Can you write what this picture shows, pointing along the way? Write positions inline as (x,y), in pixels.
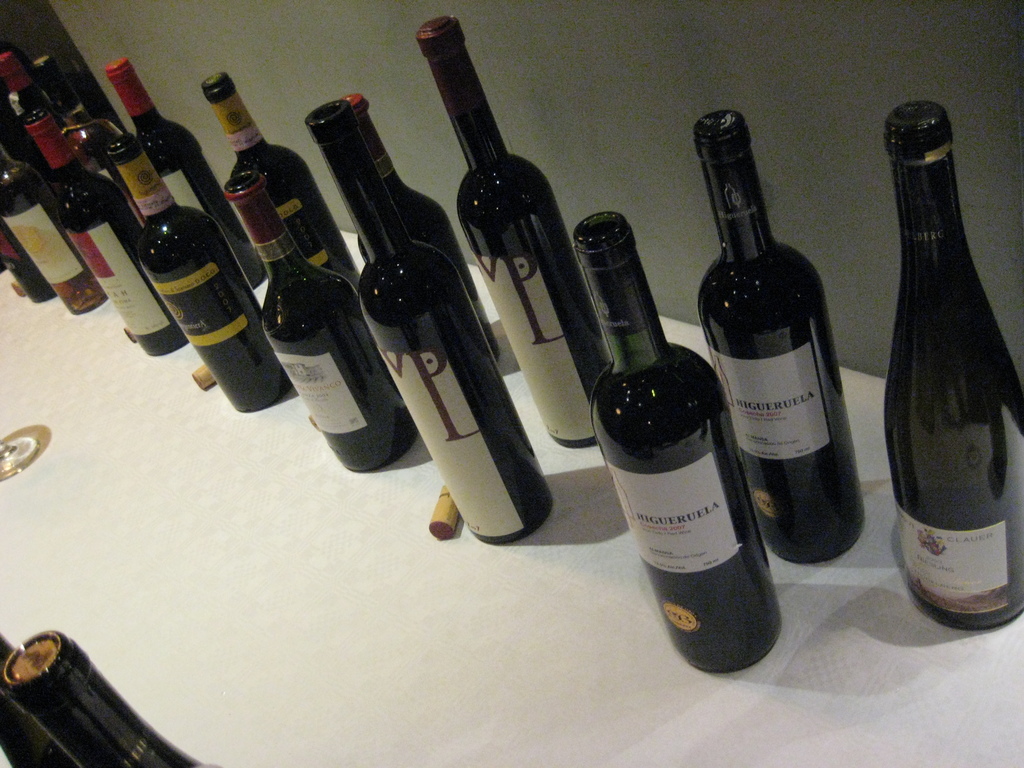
In this picture, we see a white table (390,625) on which many glass bottles (360,293) are placed. These bottles (705,405) might be the alcohol bottles (444,453). In the background (581,199), we see a grey color wall (592,131).
